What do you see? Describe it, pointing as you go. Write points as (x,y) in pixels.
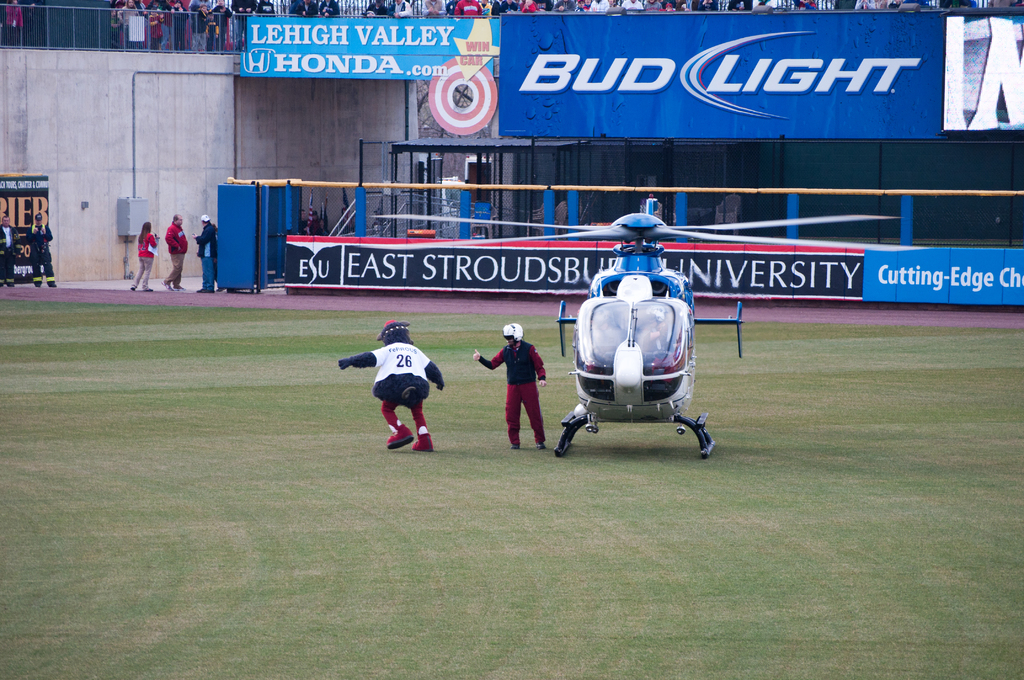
In the center of the image (605,337) there is a helicopter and we can see two people (384,385). In the background (254,262) we can see boards (700,132), fence (527,157), crowd (202,38) and a wall (243,124). On the left (210,242) there are people (179,263) standing.
